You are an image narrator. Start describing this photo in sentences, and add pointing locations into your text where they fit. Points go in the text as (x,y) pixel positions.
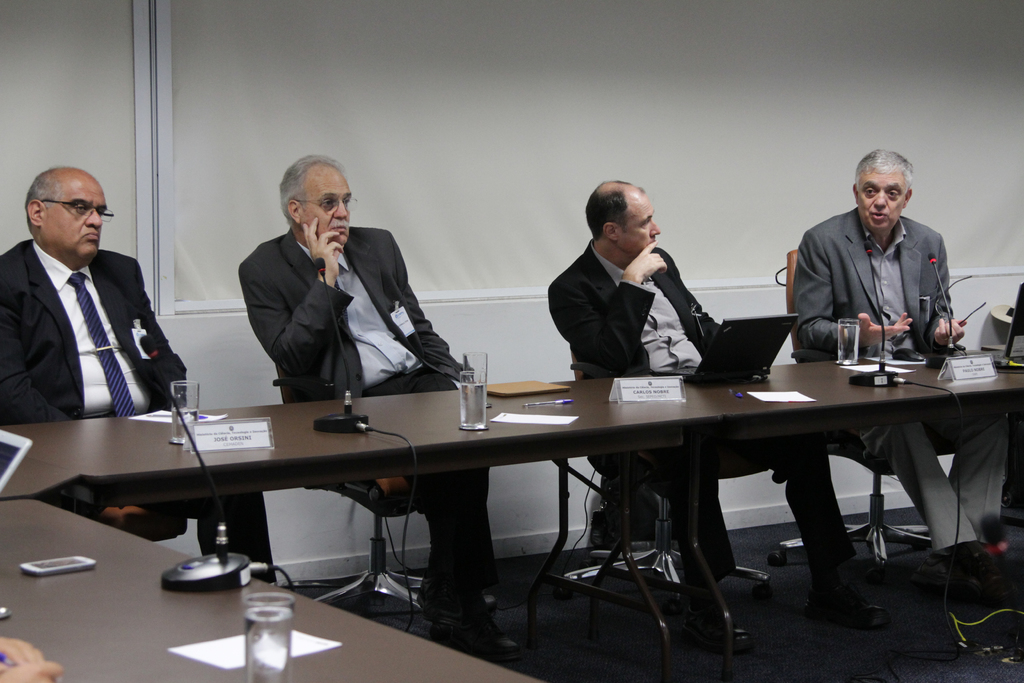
There are four persons (646,315) in this conference hall (964,268). One guy (911,278) is speaking and the other (85,276) are listening to him and there are also microphones (321,418) which are placed on the top of the table (186,457) in front of the persons (381,348) and there are also water glasses (484,385) which are present on the table (288,436) and there is a mobile phone (62,559) on left of the image (57,572) and there is a pen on the top of the table (554,406). This is a white sheet (524,25) which is on the top of, back side of the image.
